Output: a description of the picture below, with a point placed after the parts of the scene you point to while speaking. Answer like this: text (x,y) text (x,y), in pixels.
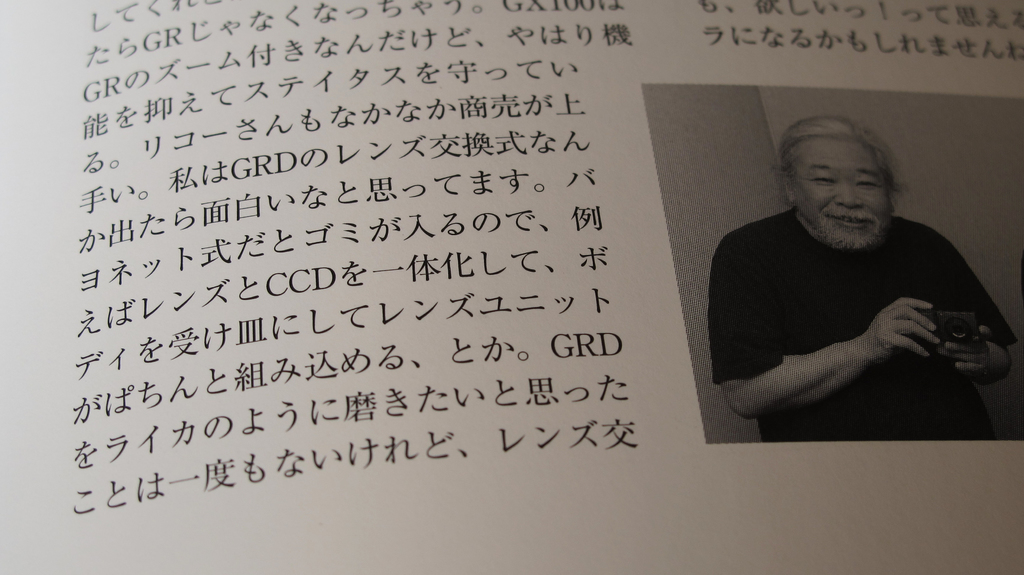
In this picture, we can see a paper (352,398) and on the paper (484,354) there is a picture (765,305) of a man (864,328) and the man (864,328) is holding a camera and on the paper (357,249) it is written something.
